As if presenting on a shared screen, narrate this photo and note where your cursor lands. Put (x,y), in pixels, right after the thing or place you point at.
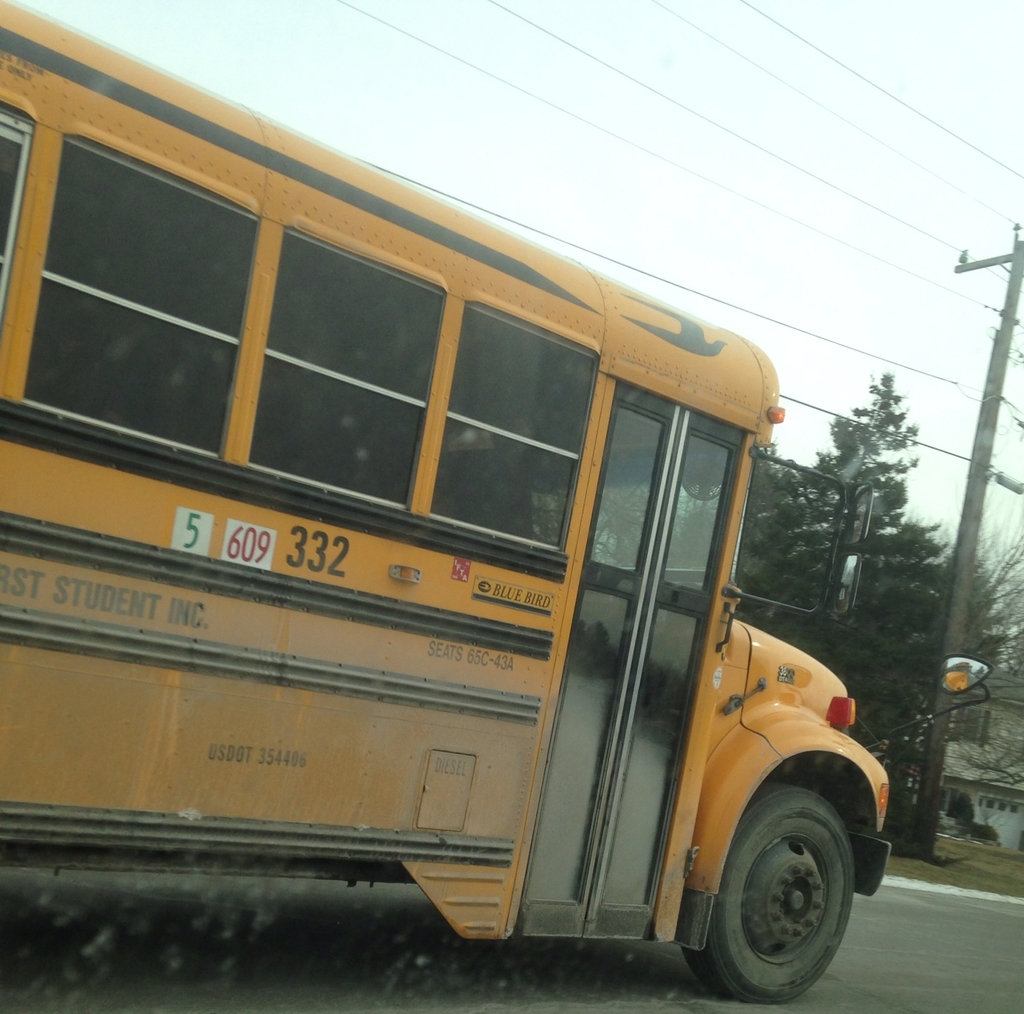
This picture contains a vehicle (467,519) in yellow color is moving on the road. Beside that, there are trees (907,709) and electric pole (953,701) and wires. At the top of the picture (693,154), we see the sky (913,321). On the right side (963,764), we see a building (963,785). At the bottom of the picture (935,950), we see the road (880,975).
